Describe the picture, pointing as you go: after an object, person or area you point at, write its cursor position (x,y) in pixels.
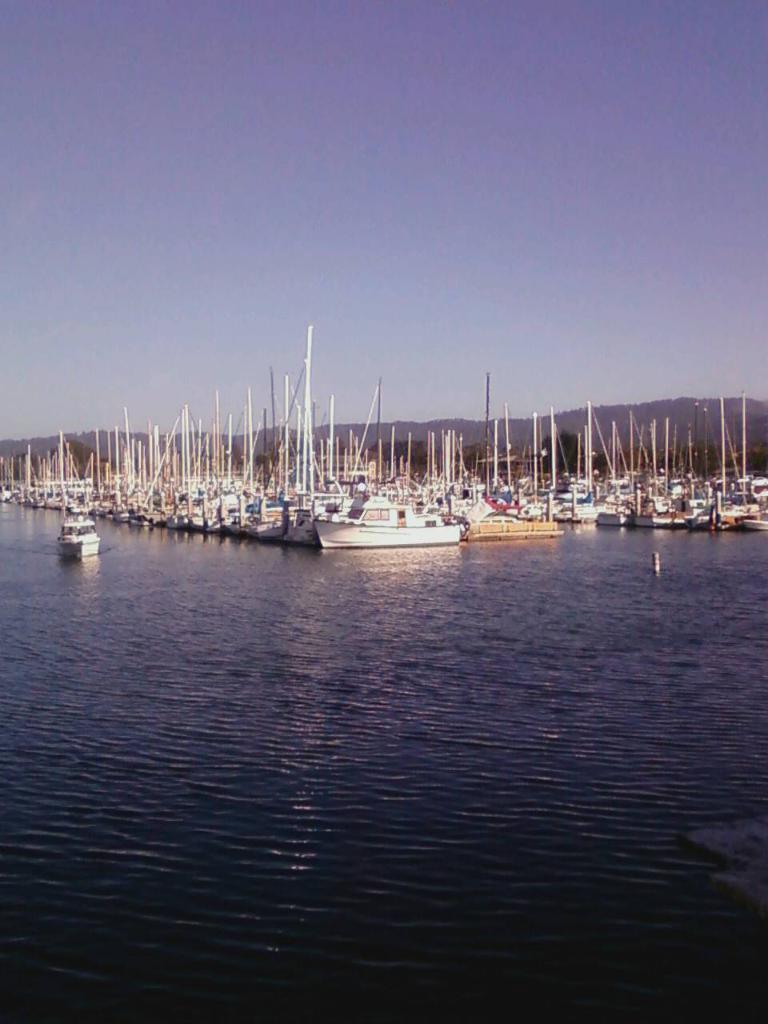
In this picture, there are so many ship (738,504) gathering in one place.
